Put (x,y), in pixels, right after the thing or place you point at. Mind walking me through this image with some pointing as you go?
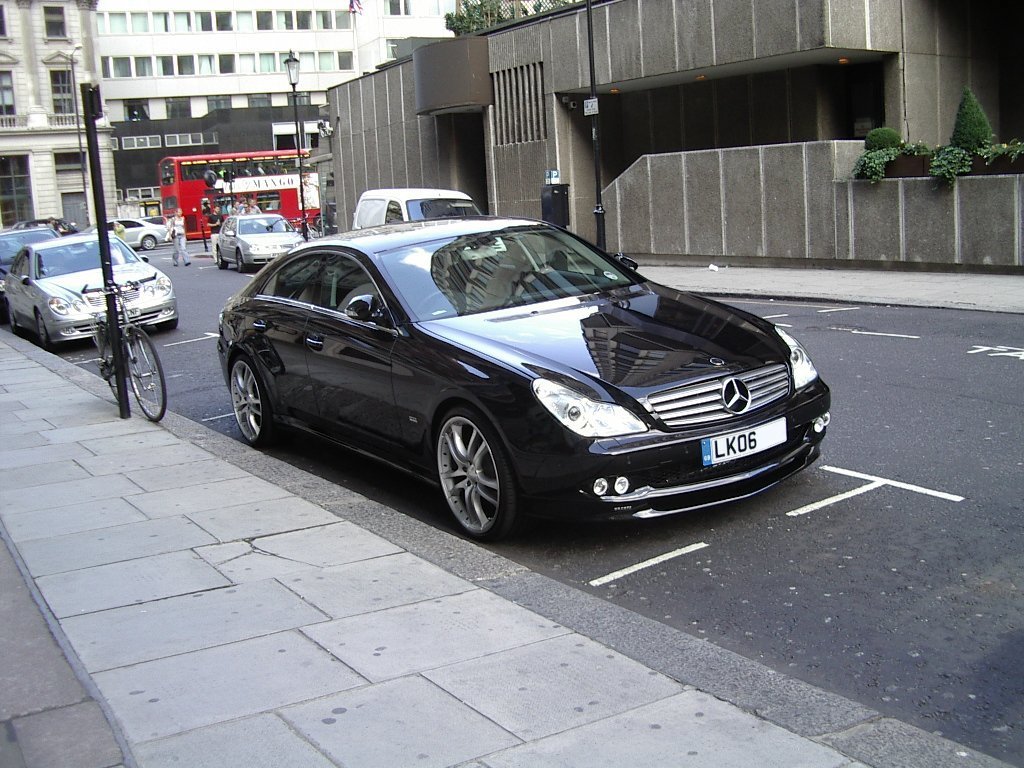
In this picture I can see the footpath (217,480) in front (147,470) and I can see a cycle (128,318) leaned to a pole (112,290). In middle of this picture (468,329), I can see the road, on which there are number of vehicles (278,228) and I can see few people (178,231). In the background (199,143) I can see few buildings (247,80) and few plants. I can also see few more poles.
